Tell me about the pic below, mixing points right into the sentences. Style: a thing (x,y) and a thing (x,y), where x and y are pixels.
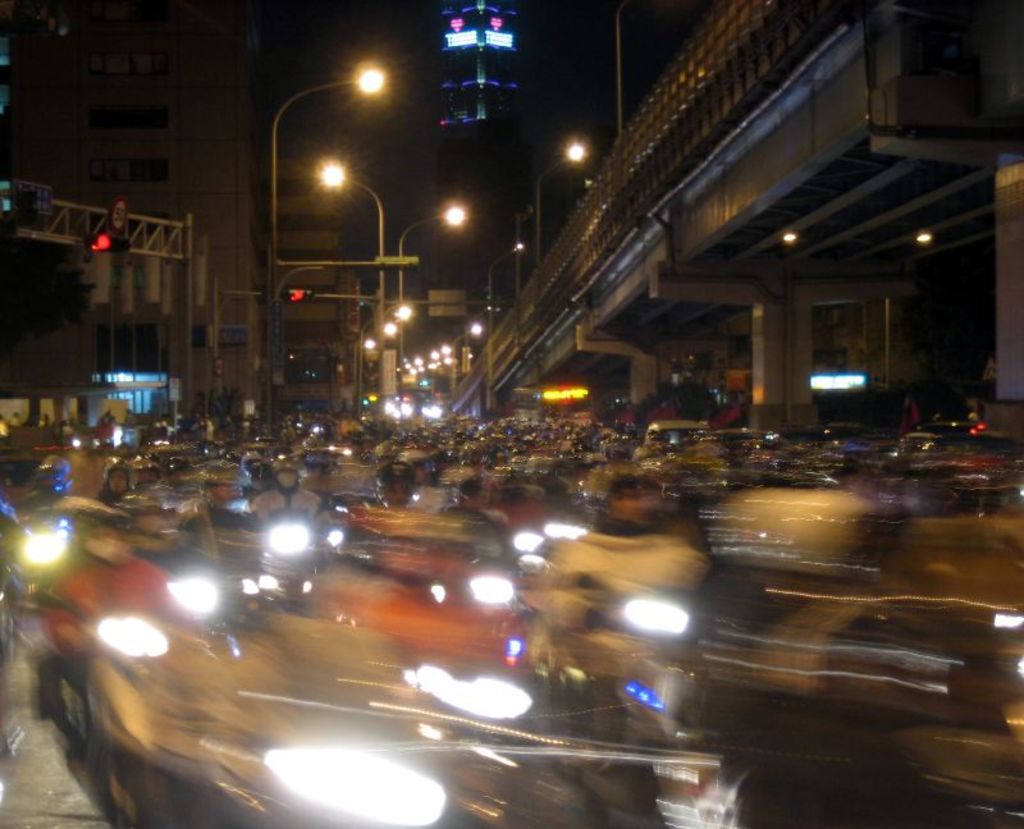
In this image, we can see vehicles (211,520) and people (491,552) on the road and in the background (222,261), there are lights (401,314), bridge (724,286), buildings (175,311), traffic lights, poles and we can see some screens (837,379).
